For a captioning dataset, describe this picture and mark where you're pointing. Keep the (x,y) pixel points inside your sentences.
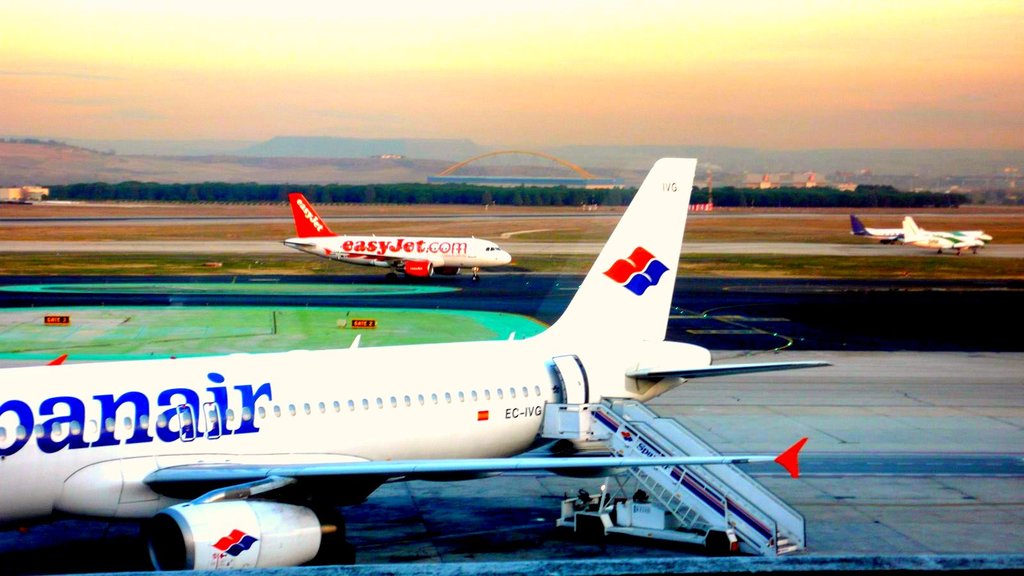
In the image there are few aeroplanes (313,235) moving on the road (821,358), it seems to be airport (817,329), in the back (97,181) there are trees (134,190) followed by hills (228,146) in the background (376,147) and above its sky (271,45).
